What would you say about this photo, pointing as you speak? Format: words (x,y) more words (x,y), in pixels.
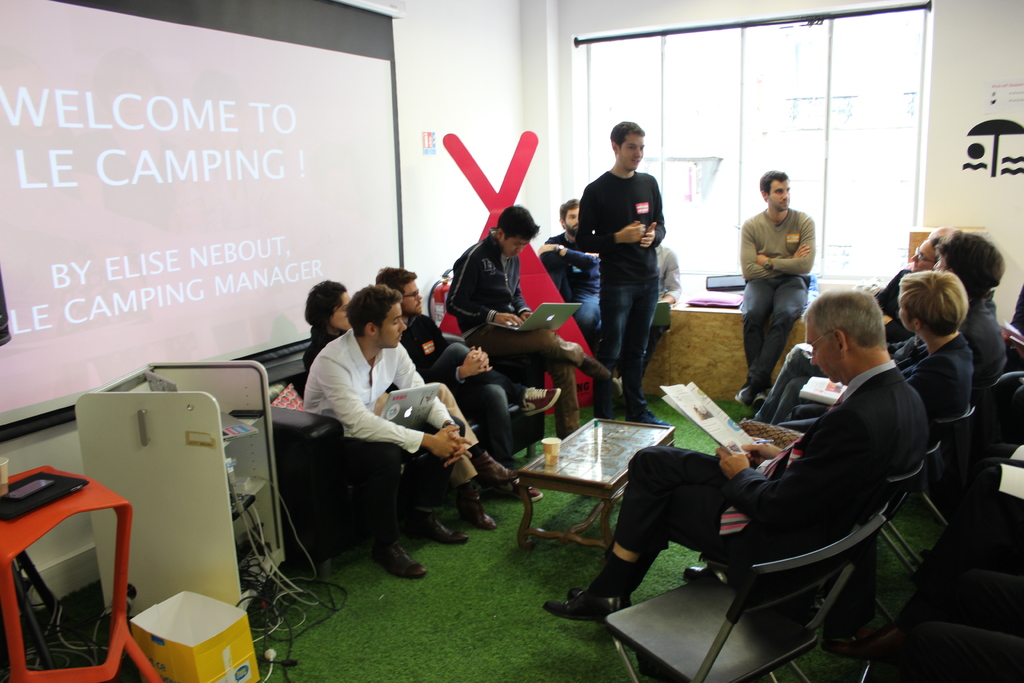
In this image I can see the group of people (478,458) sitting and one person (629,286) standing. These people (558,385) are wearing the different color dresses (813,463) and few people (432,459) are with laptops (535,326). To the left (202,596) I can see the rack (267,508), box (184,605) and few objects (41,487) on the table (56,510). In the background (139,216) I can see the screen (205,91) and the window (691,224) to the wall (600,25).
